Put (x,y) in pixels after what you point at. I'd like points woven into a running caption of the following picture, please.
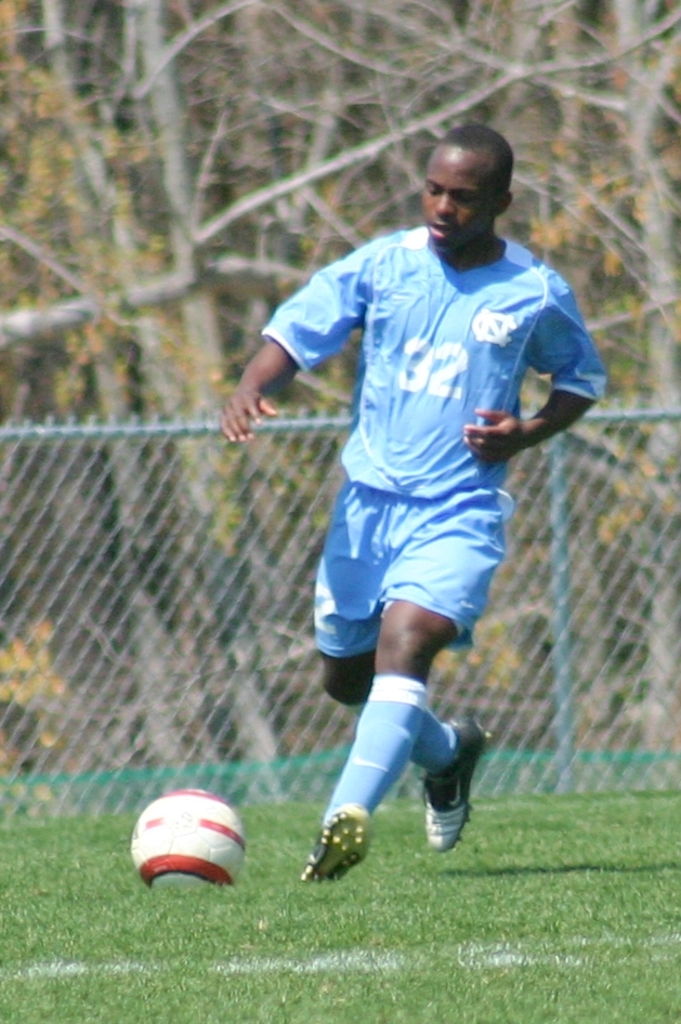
At the bottom (183,927) I can see the grass (410,924). Here a man (464,381) wearing a t-shirt (454,273), short (370,611) and playing football. In the background (110,621) there is a railing (192,566) and trees (213,166).
